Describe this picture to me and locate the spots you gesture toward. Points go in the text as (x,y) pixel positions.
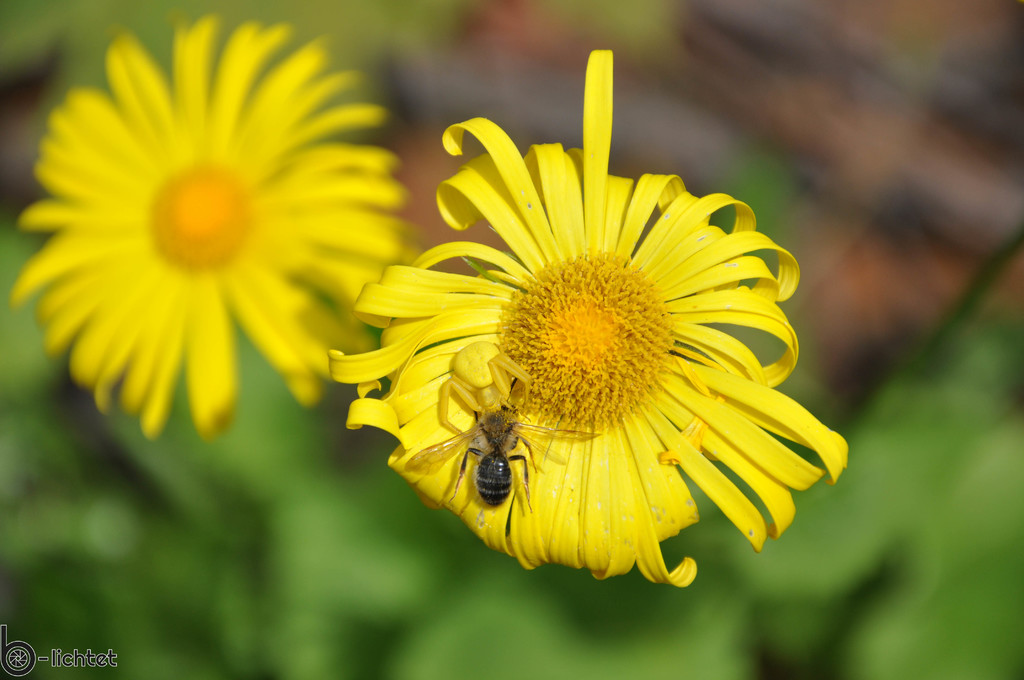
In this picture we can see an insect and flowers (401,471) and in the background (256,565) we can see it is blurry, in the bottom left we can see a logo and some text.
